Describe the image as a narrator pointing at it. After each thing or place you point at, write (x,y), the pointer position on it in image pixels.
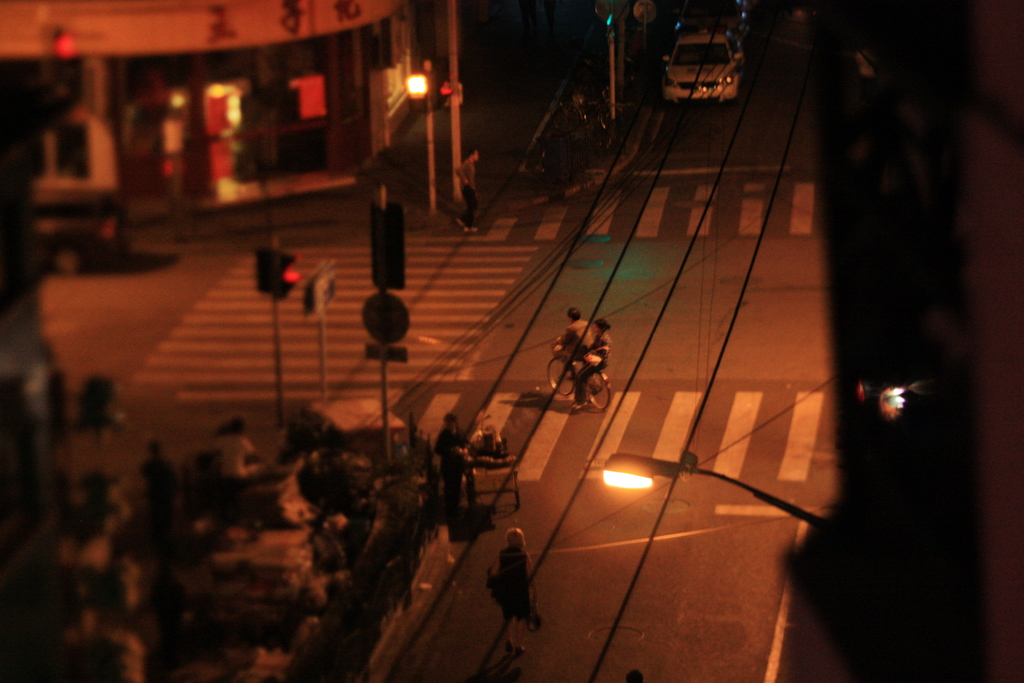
In the center of the image (602,370) we can see two persons (586,374) sitting on a bicycle (581,387). In the foreground (387,332) we can see a group of people (511,561) standing on the ground (466,604) and some objects (349,511) placed on the ground (480,661), we can also see traffic lights (286,258), poles (452,112) and sign boards (386,310). On the right side of the image (700,213) we can see light pole (648,475), cables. In the background (741,83), we can see a building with windows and door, a vehicle (687,78) parked on the road (670,133).
